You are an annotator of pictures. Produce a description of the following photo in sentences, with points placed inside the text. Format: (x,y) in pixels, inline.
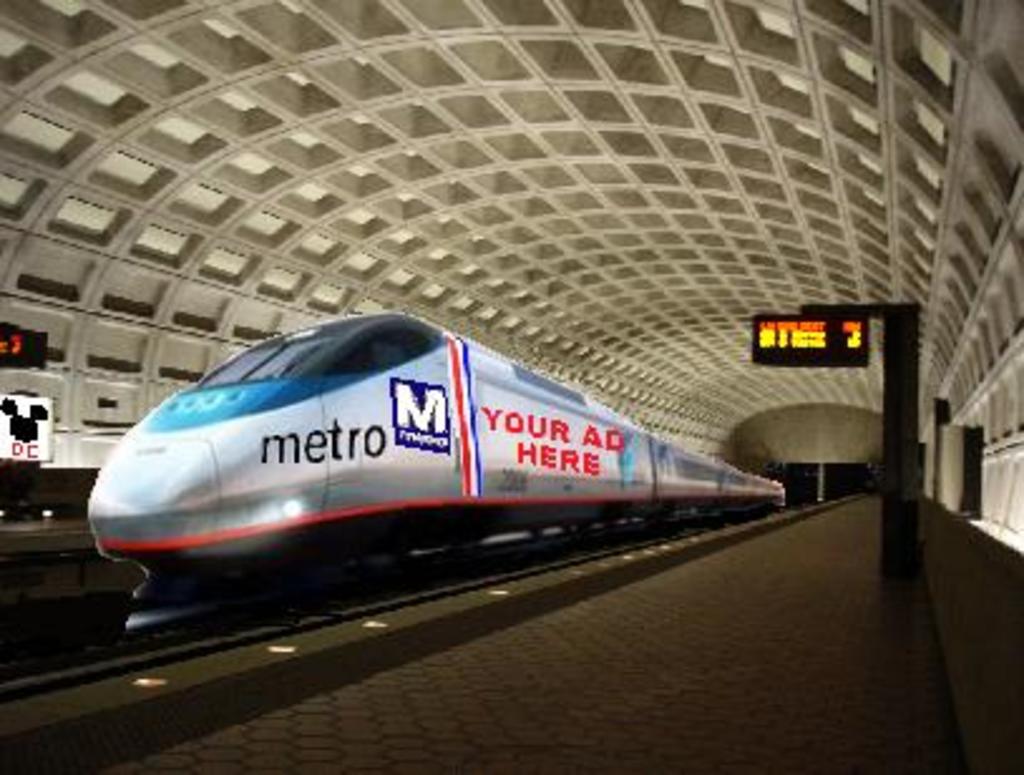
In the foreground of this edited image, there is a train (221,582) on a track (142,650) and on either side there is platform (633,609) and the boards (32,354). At the top (522,141), there is inside roof (452,112) of the shed (399,112).
